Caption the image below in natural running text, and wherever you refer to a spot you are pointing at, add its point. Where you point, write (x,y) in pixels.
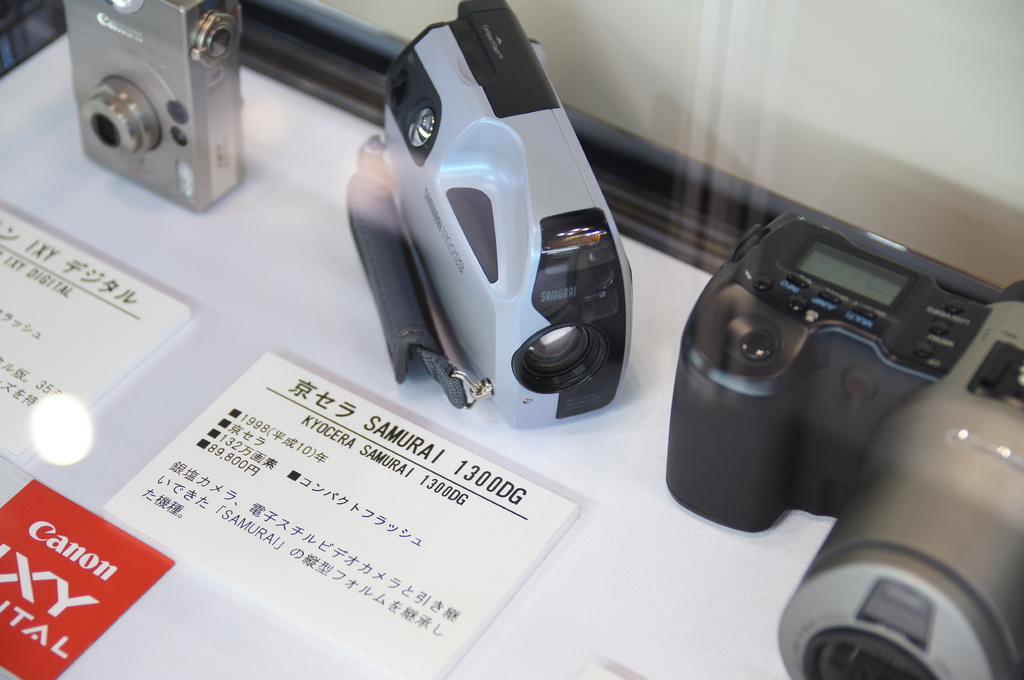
In the foreground of this image (482,290), there are three cameras (508,265) placed in side the glass (338,274), where we can see price tags (233,441) and the company logo (72,534) on the surface (174,612).
